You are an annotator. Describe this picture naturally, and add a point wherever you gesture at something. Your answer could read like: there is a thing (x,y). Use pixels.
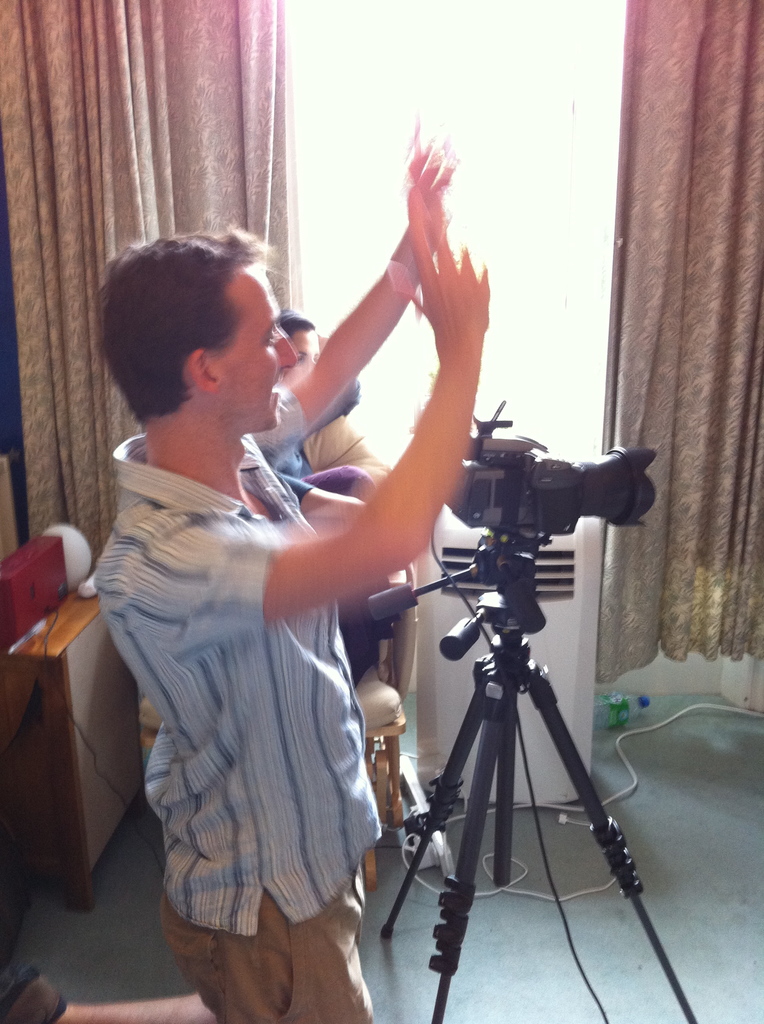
In this picture, it looks like a person (232,834) is kneeling on the floor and another person (369,643) is sitting on a chair (362,685). On the right side of the people (174,556) there is a cable (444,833), bottle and a camera (496,451) with tripod stand (510,594). On the left side of the people (194,487) there are some objects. Behind the people (313,542) there are curtains (712,0).
